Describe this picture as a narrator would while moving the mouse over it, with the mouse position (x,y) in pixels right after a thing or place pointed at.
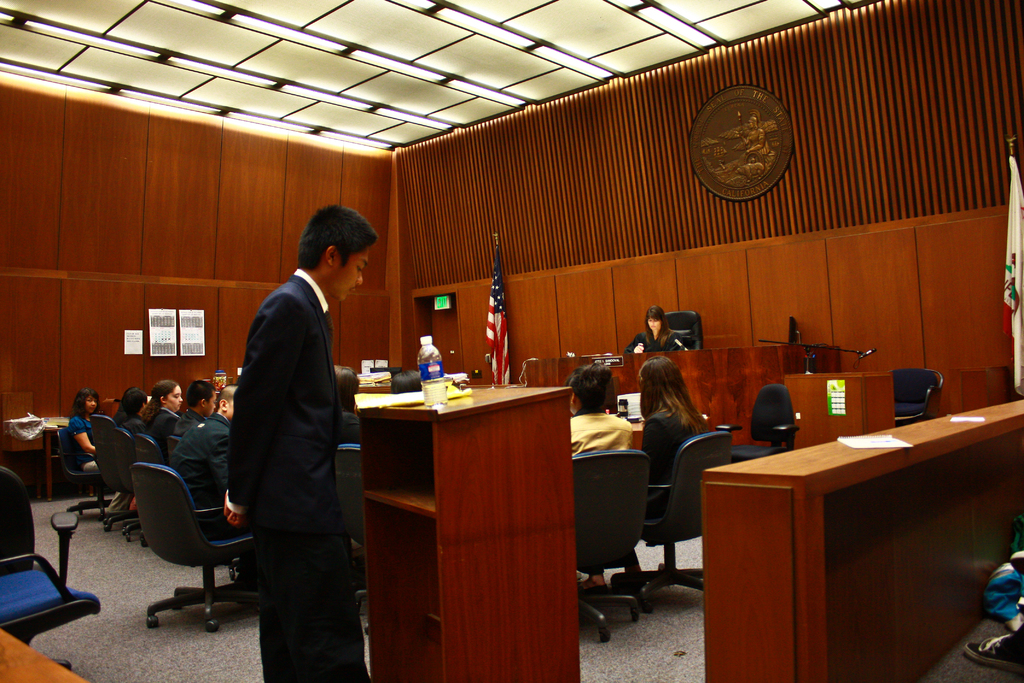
This image is taken in a room (32,305). A person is standing is wearing a suit (332,501) before a podium (447,428) having bottle (432,383) and papers (381,409) on it. There are few persons (149,408) at the left side of image (78,507) are sitting on chairs (158,546). At the right side (694,399) there are two persons (593,382) sitting on the chair (631,537). A woman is sitting on chair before a table (740,364). There is a flag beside her. At the right side (1021,669) there is a person (998,653) wearing shoes (986,647).
